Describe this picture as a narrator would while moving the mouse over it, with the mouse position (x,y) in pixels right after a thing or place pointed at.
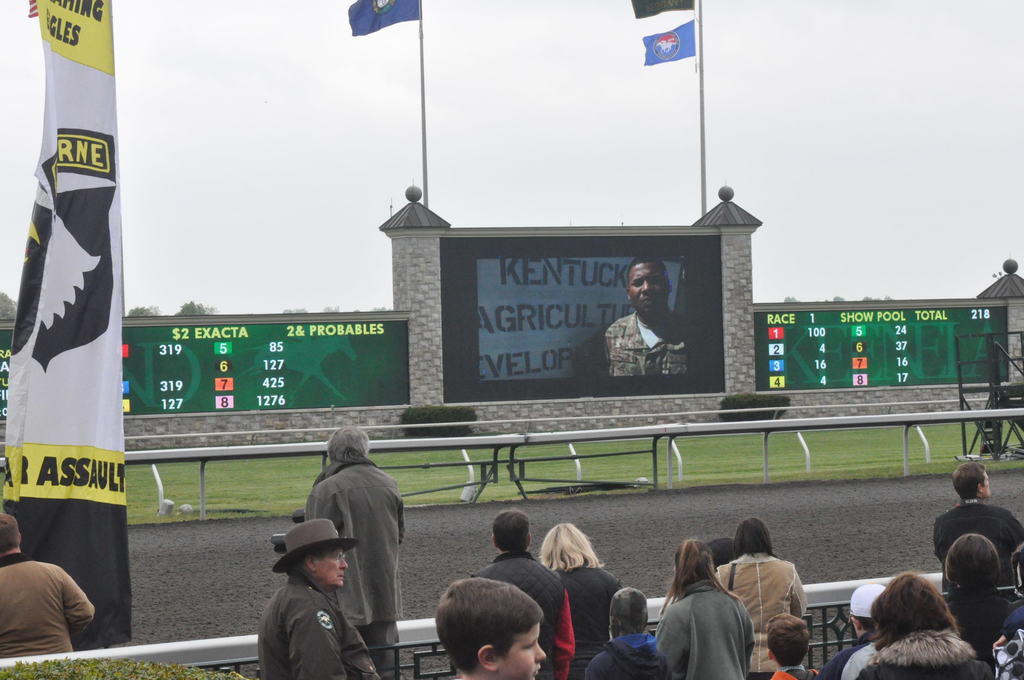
In the picture there is some race is going to take place, the spectators (391,496) were standing behind the fence (180,656), on the left side (76,416) there is a banner (51,380). There is a screen (489,358) and on the either side of the screen (483,254) there are few flags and score boards (332,358).
